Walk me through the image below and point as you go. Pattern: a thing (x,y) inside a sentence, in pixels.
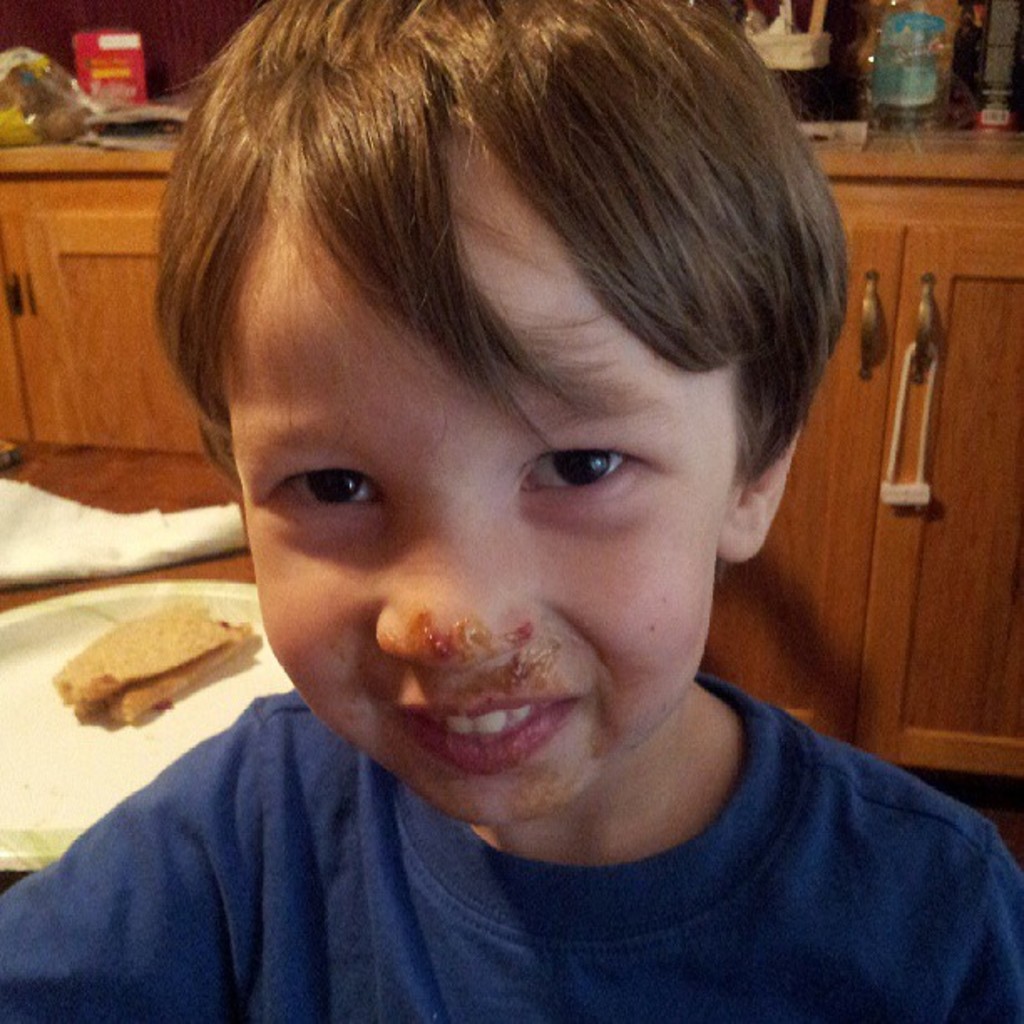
In the picture I can see a boy (499,647) who is wearing a blue color T-shirt (484,913). In the background (876,608) I can see food items (169,684) in a plate (199,707), wooden cupboards (883,593) and some other objects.
